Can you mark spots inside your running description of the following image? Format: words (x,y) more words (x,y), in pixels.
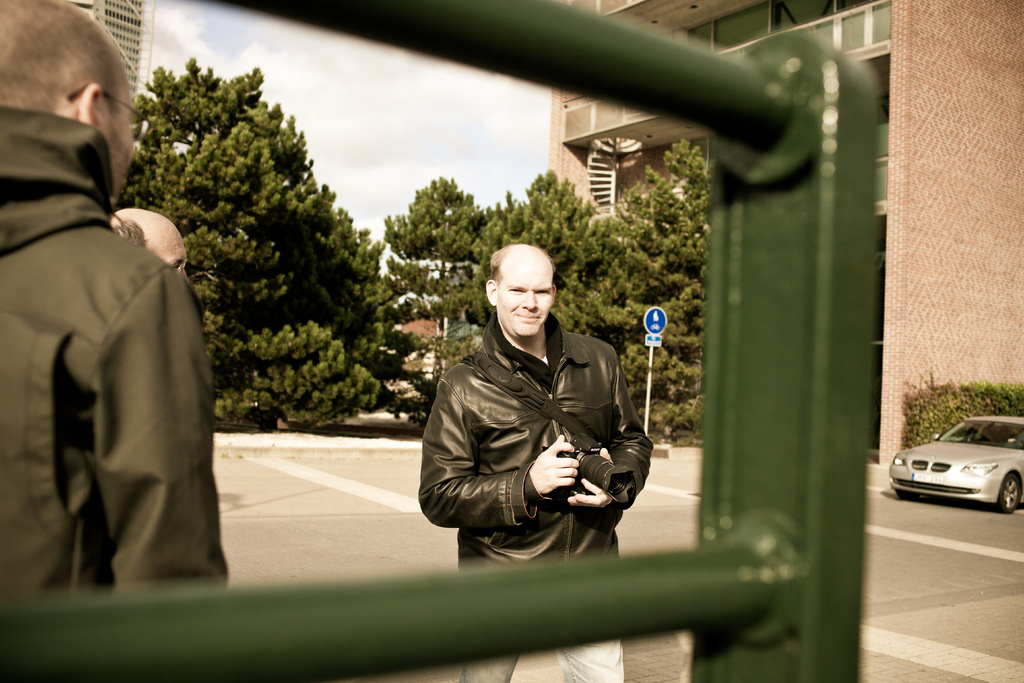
In this image there are three men (187,392) standing, a man (522,469) is holding a camera (568,475), there is a car (998,451) towards the right of the image (992,471), there are plants (983,404) towards the right of the image (1001,406), there are trees (584,268), there is a pole (650,386), there is a board (648,321), there is a metal object (539,602) towards the top of the image (785,191), there are trees (655,225), there is a building (951,101) towards the right of the image (936,195), there is a building (129,22) towards the top of the image (115,10), there is the sky (355,88).
